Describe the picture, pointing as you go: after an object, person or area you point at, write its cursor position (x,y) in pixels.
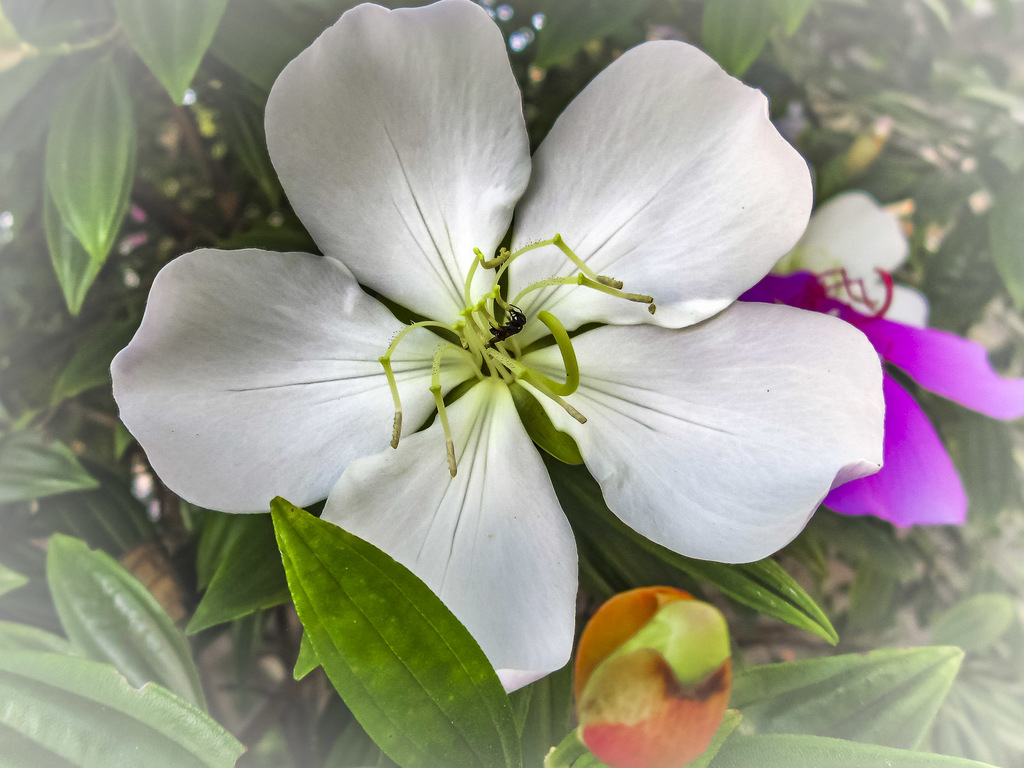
In this picture there are white color flowers (732,215) and there is a pink color flower (911,344) on the plants (973,136) and there might be an insect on the white color flower (549,309). At the bottom (626,740) there is a bud (648,717) on the plant (422,752).
